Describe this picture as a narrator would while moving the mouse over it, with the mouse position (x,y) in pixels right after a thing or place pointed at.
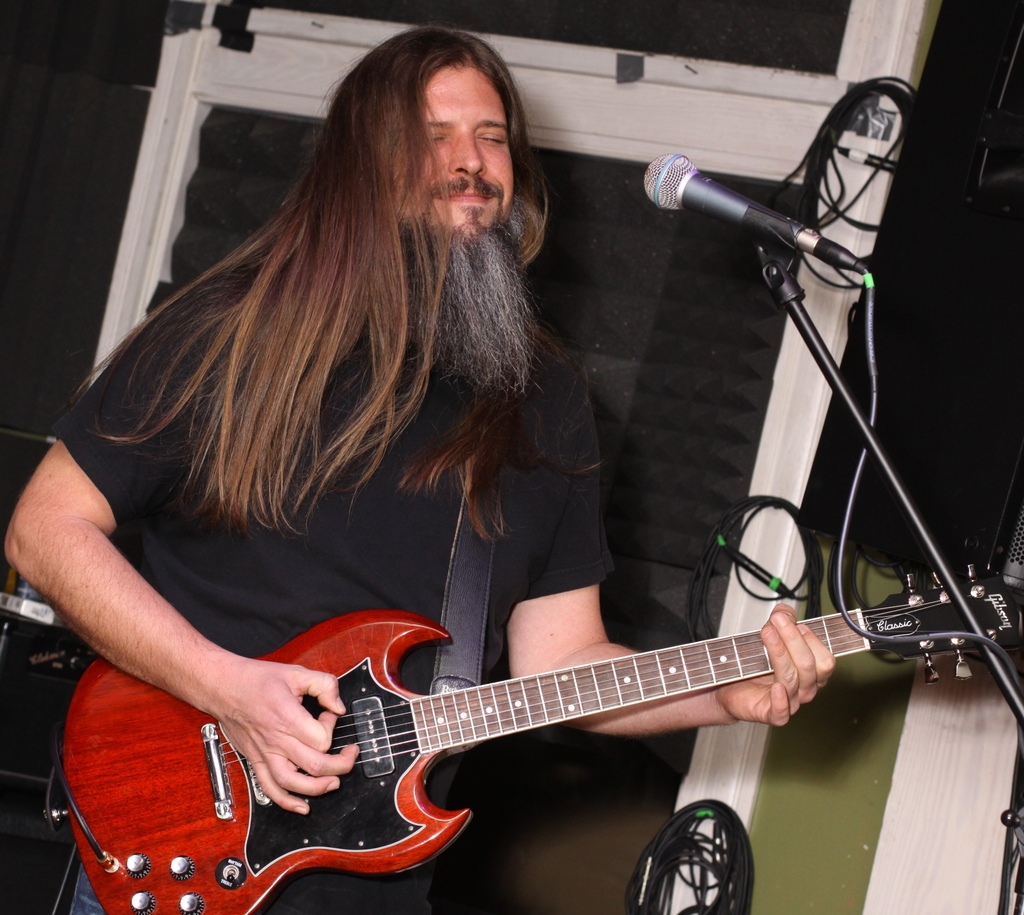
This is a picture of a man (314,573) in black t shirt (335,590) was holding a guitar (419,737) in front of the man (433,254) there is a microphone (699,193) with stand (885,471). Behind the man (279,476) there is a wall (206,51).
